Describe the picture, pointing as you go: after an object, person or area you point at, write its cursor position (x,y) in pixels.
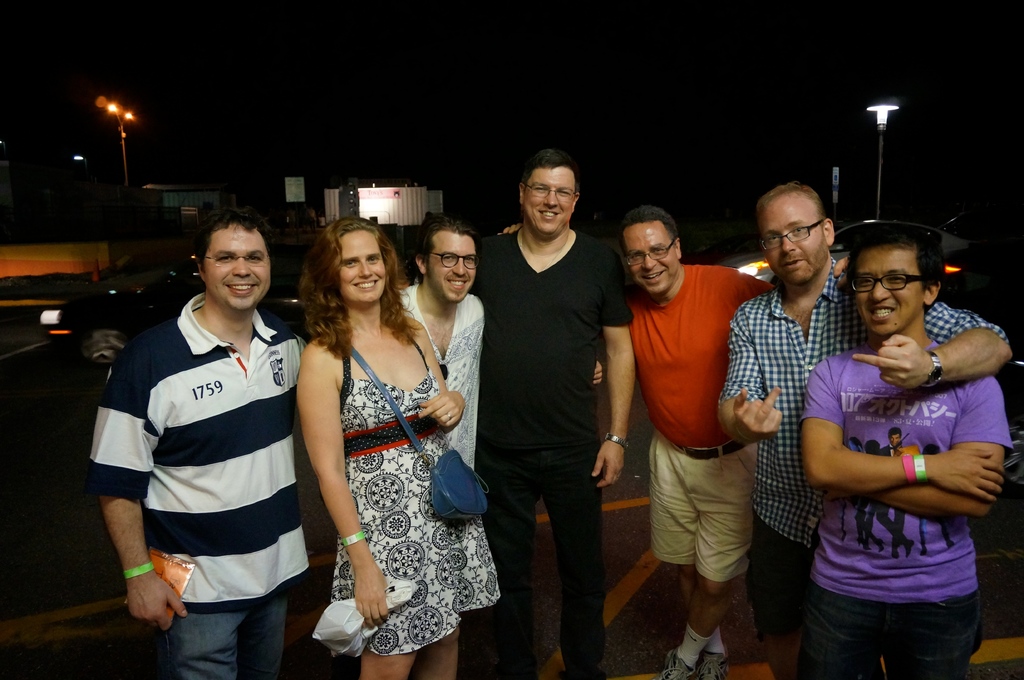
In this image I can see few people (420,374) are standing and wearing color dresses (493,534). Back I can see light poles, vehicle (91,298) and few objects (219,195). The image is dark.
